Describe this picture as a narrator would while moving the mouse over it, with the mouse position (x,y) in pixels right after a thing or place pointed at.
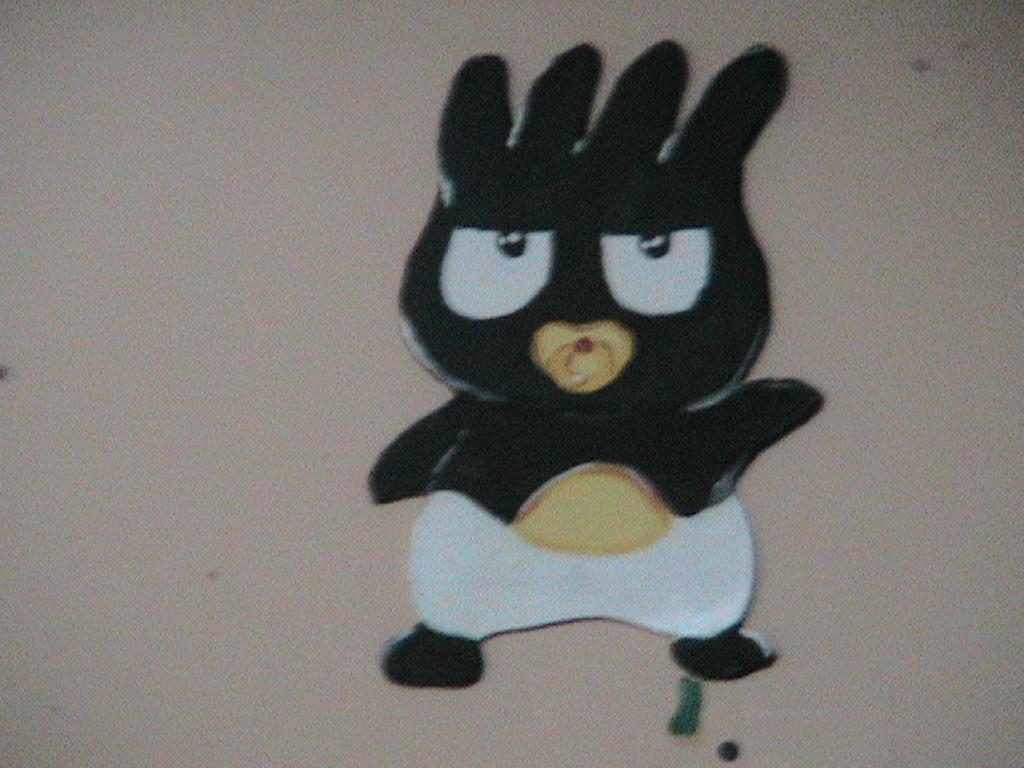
This is a zoomed in picture. In the center (431,298) there is a black color cartoon (665,543). In the background (348,72) there is an object (167,284) seems to be the wall (946,361).
